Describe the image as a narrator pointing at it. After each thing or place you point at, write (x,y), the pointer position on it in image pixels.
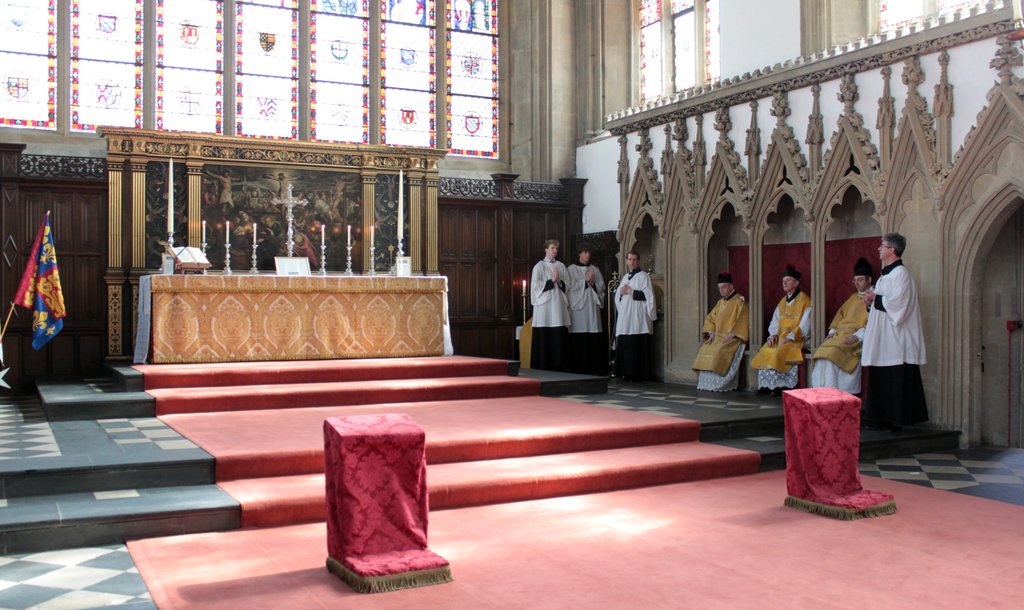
In the picture I can see some persons (590,276) wearing white color dress (617,290) standing and praising, I can see some persons (769,331) wearing yellow color dress (850,309) sitting, on left side of the picture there is a flag (52,273), there are some candles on table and in the background of the picture (171,92) there are some glass windows (358,86) which are painted with different pictures (454,8).
